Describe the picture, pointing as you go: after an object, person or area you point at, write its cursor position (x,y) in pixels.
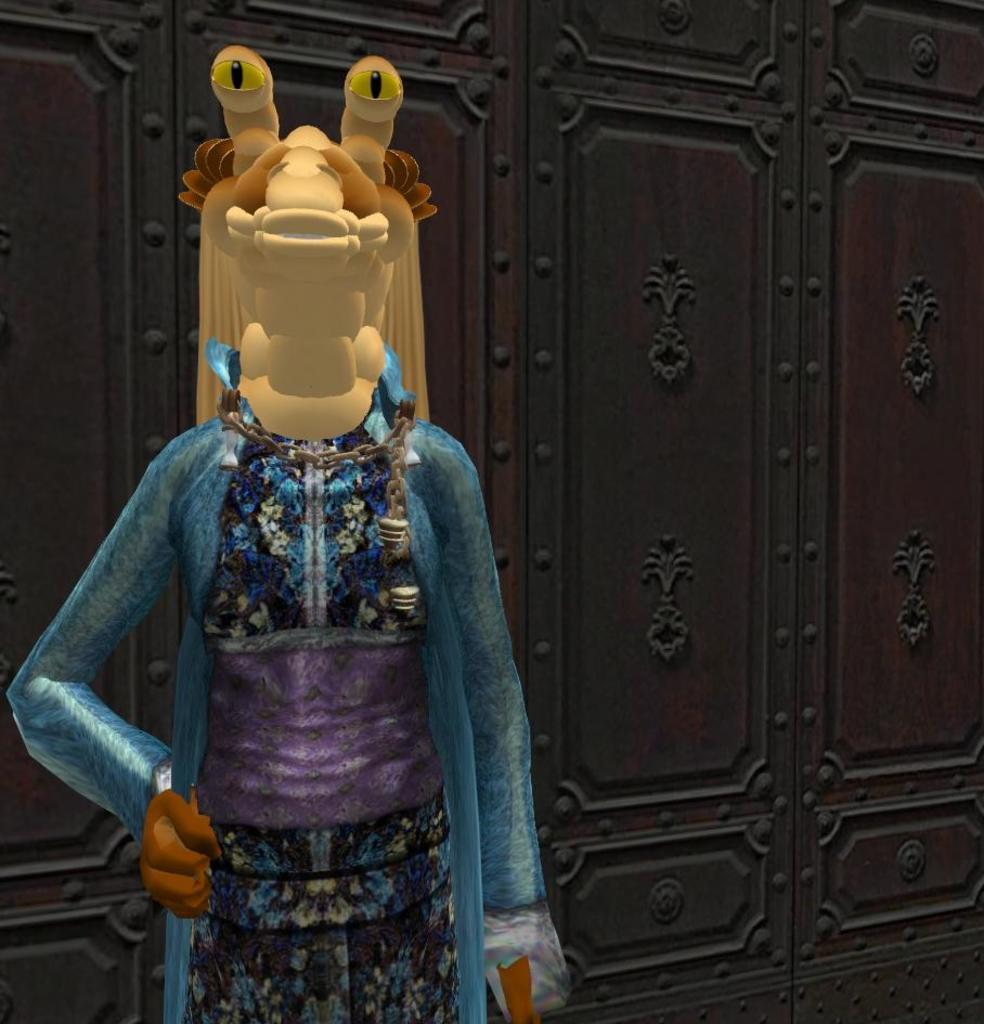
In this picture there is a toy doll (190,434) on the left side of the image (286,187) and there are cupboards (590,226) in the background area of the image (509,322).
